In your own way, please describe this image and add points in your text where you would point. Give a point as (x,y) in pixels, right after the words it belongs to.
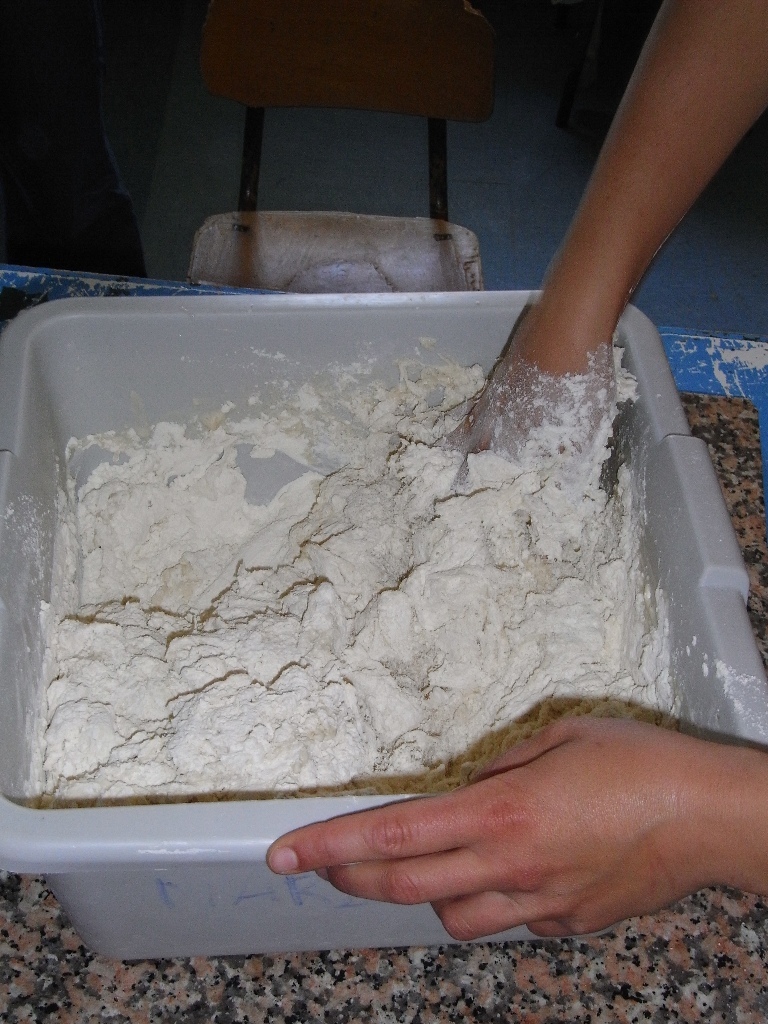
in this picture one big plastic bowl (371,312) is there some powder (422,659) is there the person (645,736) is doing the powder (207,465) the bowl (286,469) is keeping on the counter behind the bowl (333,315) one chair (315,263) is there
